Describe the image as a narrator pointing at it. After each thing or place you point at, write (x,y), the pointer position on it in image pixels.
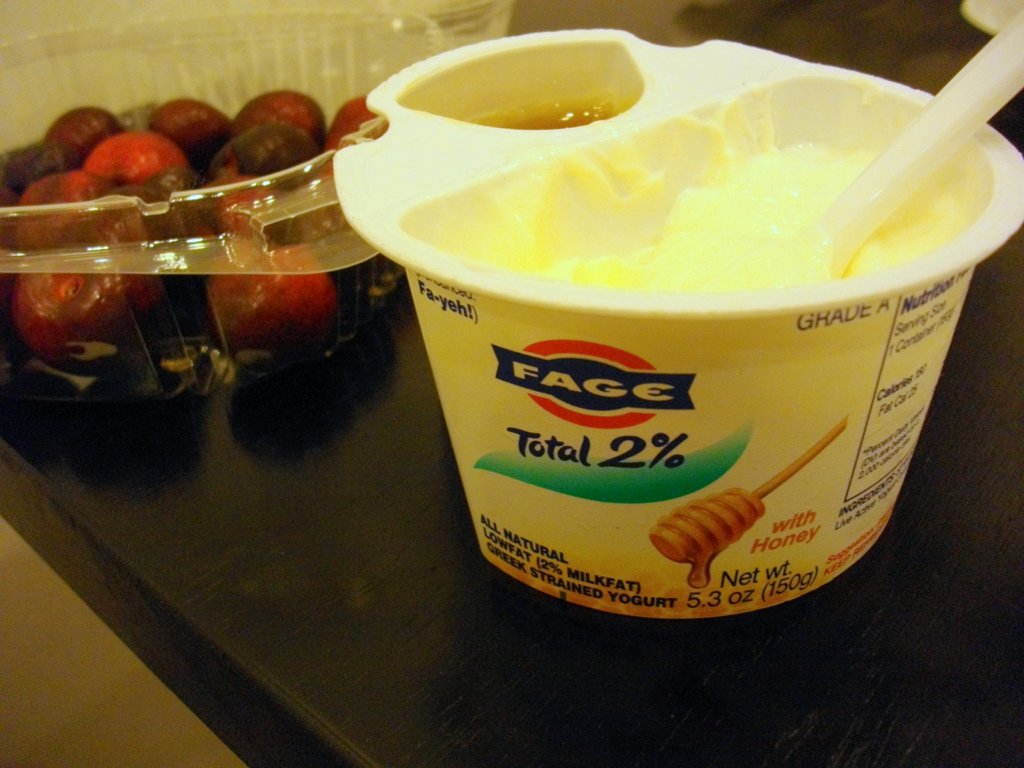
This image consists of food (695,276) which is in the center (672,399) on the black colour surface (332,582).
